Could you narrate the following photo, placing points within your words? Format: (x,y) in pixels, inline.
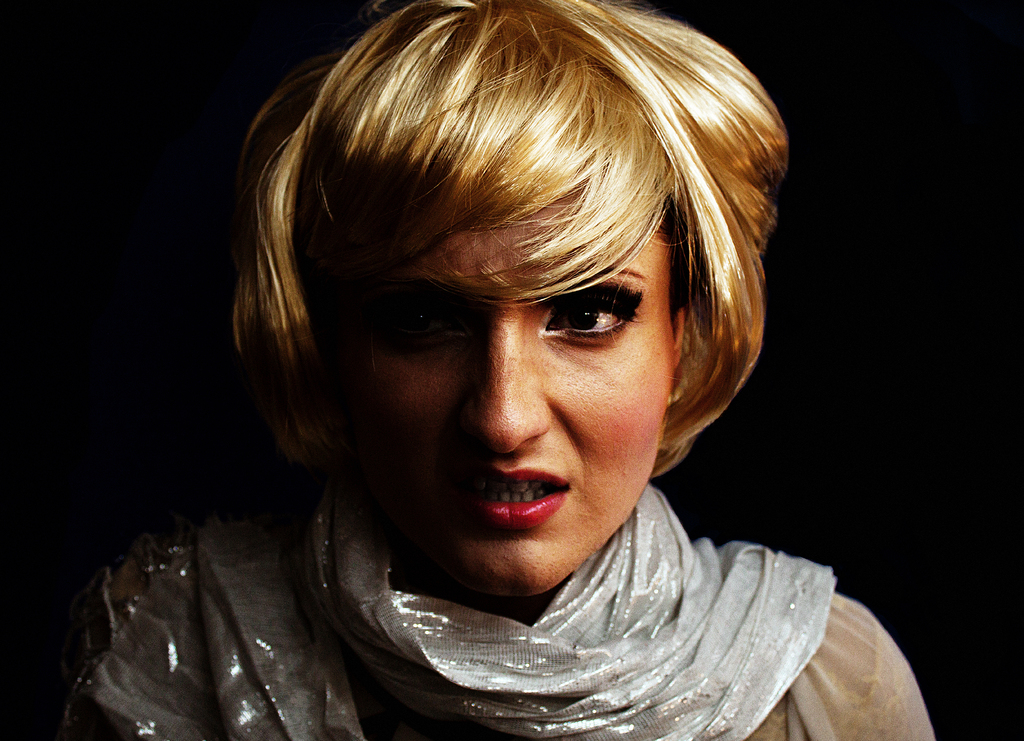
In this image we can see a woman (543,507) with white scarf (621,657) and there is a dark background (875,421).
